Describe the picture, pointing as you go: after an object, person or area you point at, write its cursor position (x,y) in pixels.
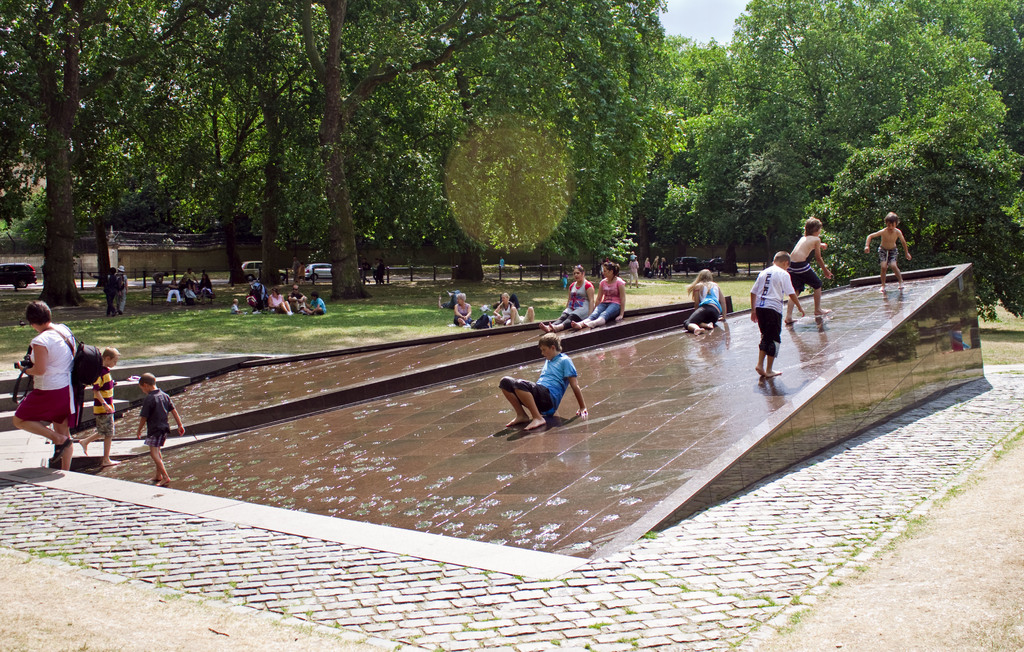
In this picture I can see group of people (707,285), ramps (669,406). I can see vehicles (317,278) on the road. There are trees (577,156), and in the background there is the sky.
